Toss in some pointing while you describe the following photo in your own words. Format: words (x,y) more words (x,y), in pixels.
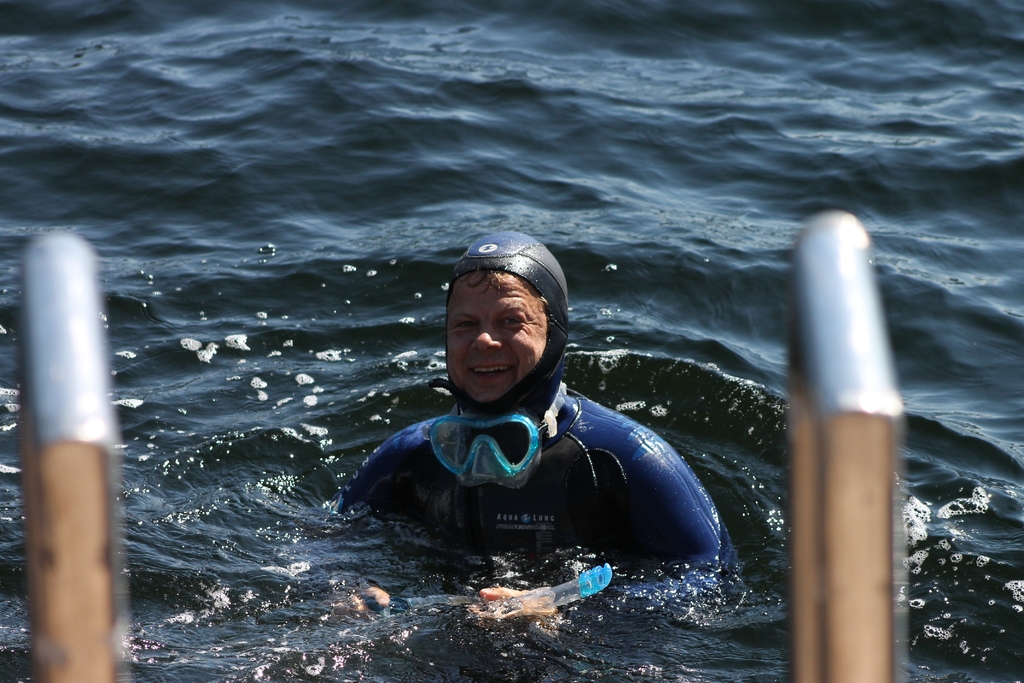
In this image I can see in the middle (591,446) a person (568,498) is in the water (487,574), he wore swimsuit (612,542) and goggles (523,470) and also smiling, there are 2 stainless steel rods (820,264) on either side of this image.
